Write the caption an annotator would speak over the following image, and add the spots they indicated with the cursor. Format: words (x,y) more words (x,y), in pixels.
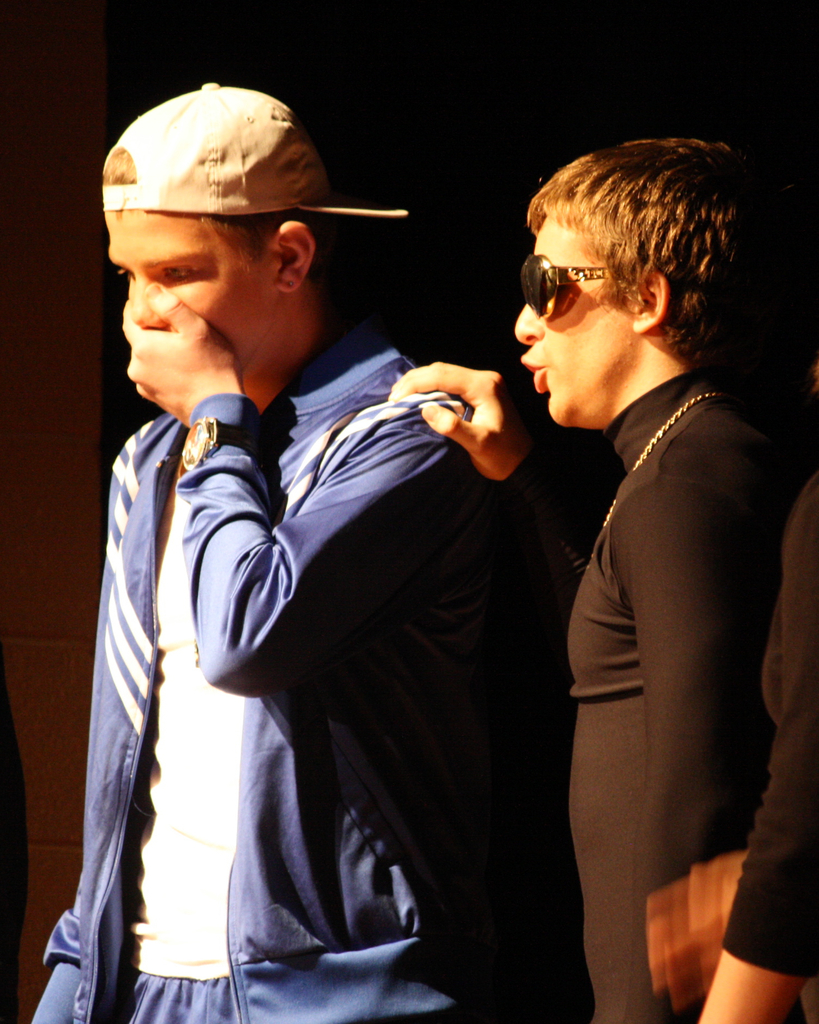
In this picture there is a man (277,316) who is wearing cap (249,214), jacket (126,971), t-shirt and trouser (165,1023). beside him I can see the man (627,390) who is wearing goggles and wearing black top (578,584). In the back (438,183) I can see the darkness (412,194). On the left (65,489) there is a wall (88,632). On the right (669,913) I can see the person's hand (707,948) who is wearing black clothes (782,905).
